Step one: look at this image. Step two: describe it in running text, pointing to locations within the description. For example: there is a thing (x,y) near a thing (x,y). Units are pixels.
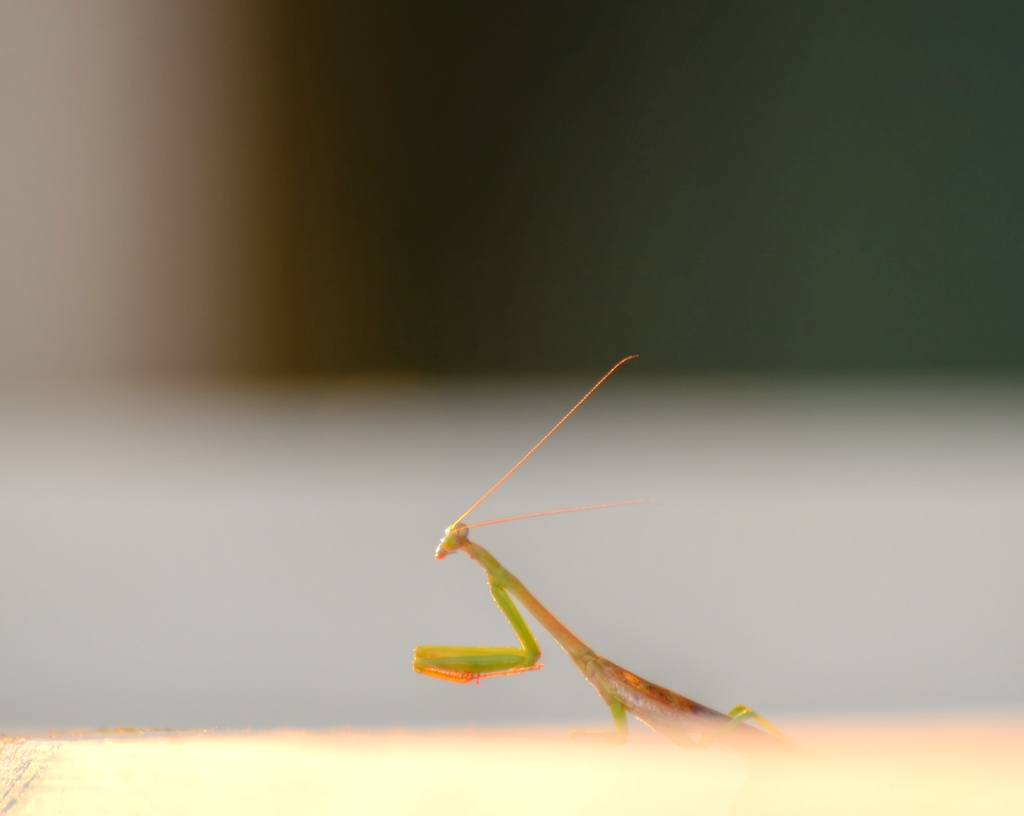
In the image in the center (474,541) we can see one praying mantis (642,712), which is in green color.
